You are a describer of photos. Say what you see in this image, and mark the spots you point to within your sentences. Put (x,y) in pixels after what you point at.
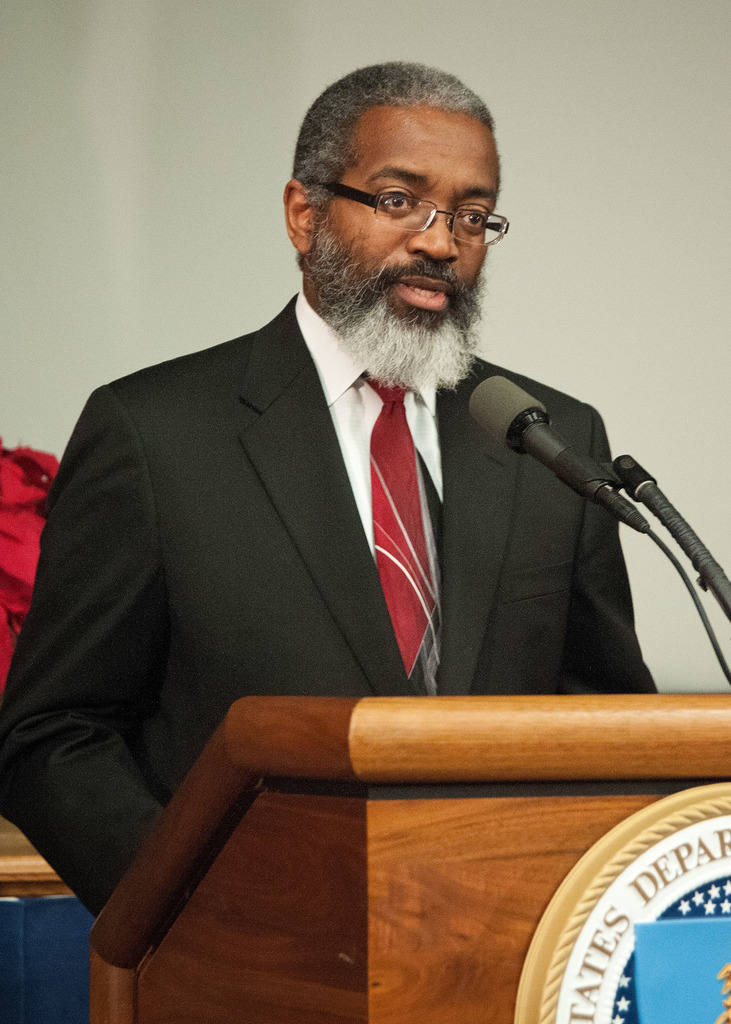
In the picture there is a man (93,903) standing near the podium (443,741), on the podium (570,707) there is a microphone (585,475), behind the man (514,497) there is a wall (45,61).
